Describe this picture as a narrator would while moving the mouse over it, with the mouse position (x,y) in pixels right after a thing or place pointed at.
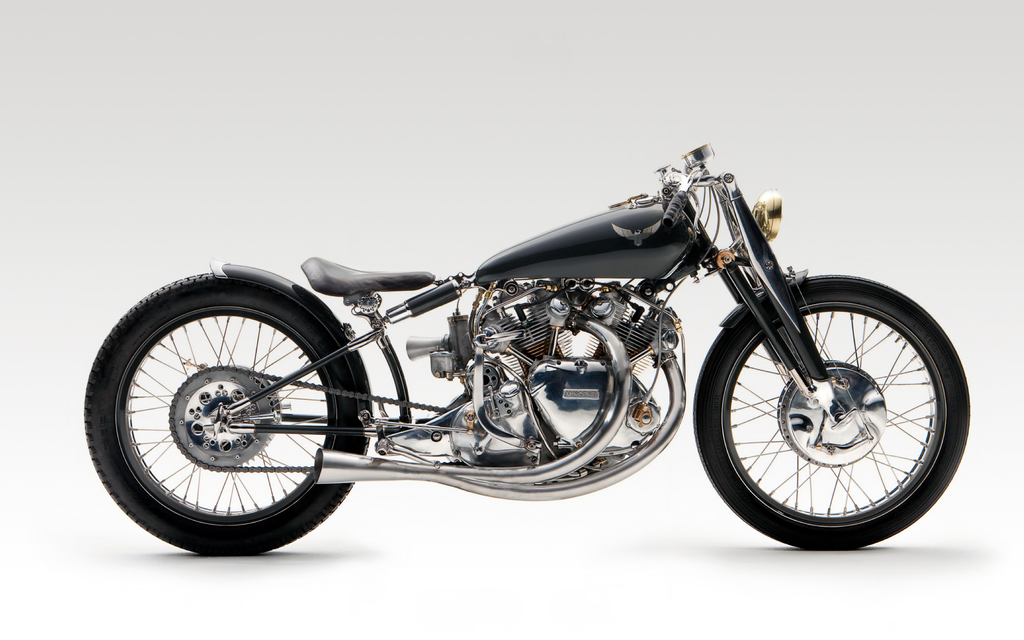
It is the picture of a motor bike (573,294), it has only one seat (356,288).
